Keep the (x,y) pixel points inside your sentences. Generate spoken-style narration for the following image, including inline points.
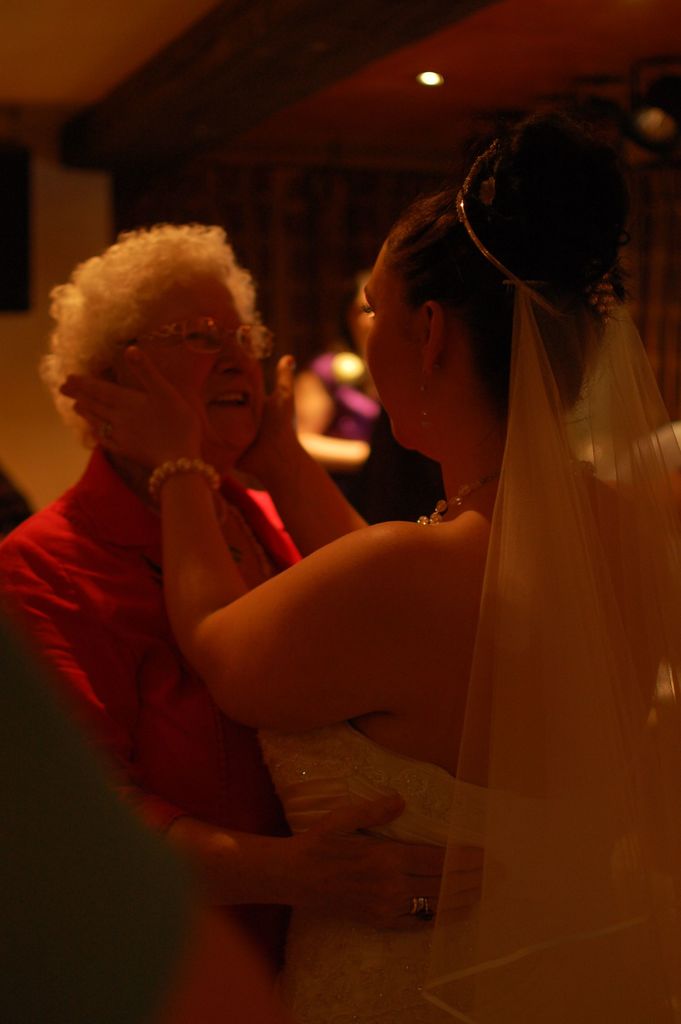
In this image I can see two women (248,527) are standing and I can see one of them is wearing specs (257,339). In the background (329,367) I can see one more person (362,388) and a light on the ceiling (404,134).
